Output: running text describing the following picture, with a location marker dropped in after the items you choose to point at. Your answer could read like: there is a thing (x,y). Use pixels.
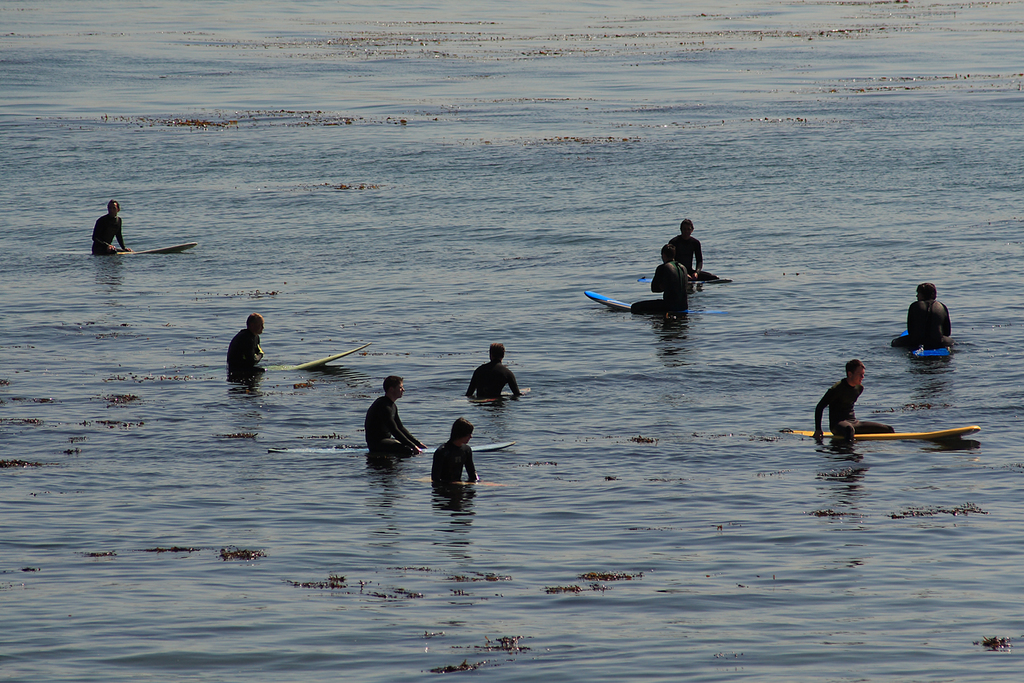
In the picture I can see these people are floating on the water (805,286) using surfboards (195,244).
